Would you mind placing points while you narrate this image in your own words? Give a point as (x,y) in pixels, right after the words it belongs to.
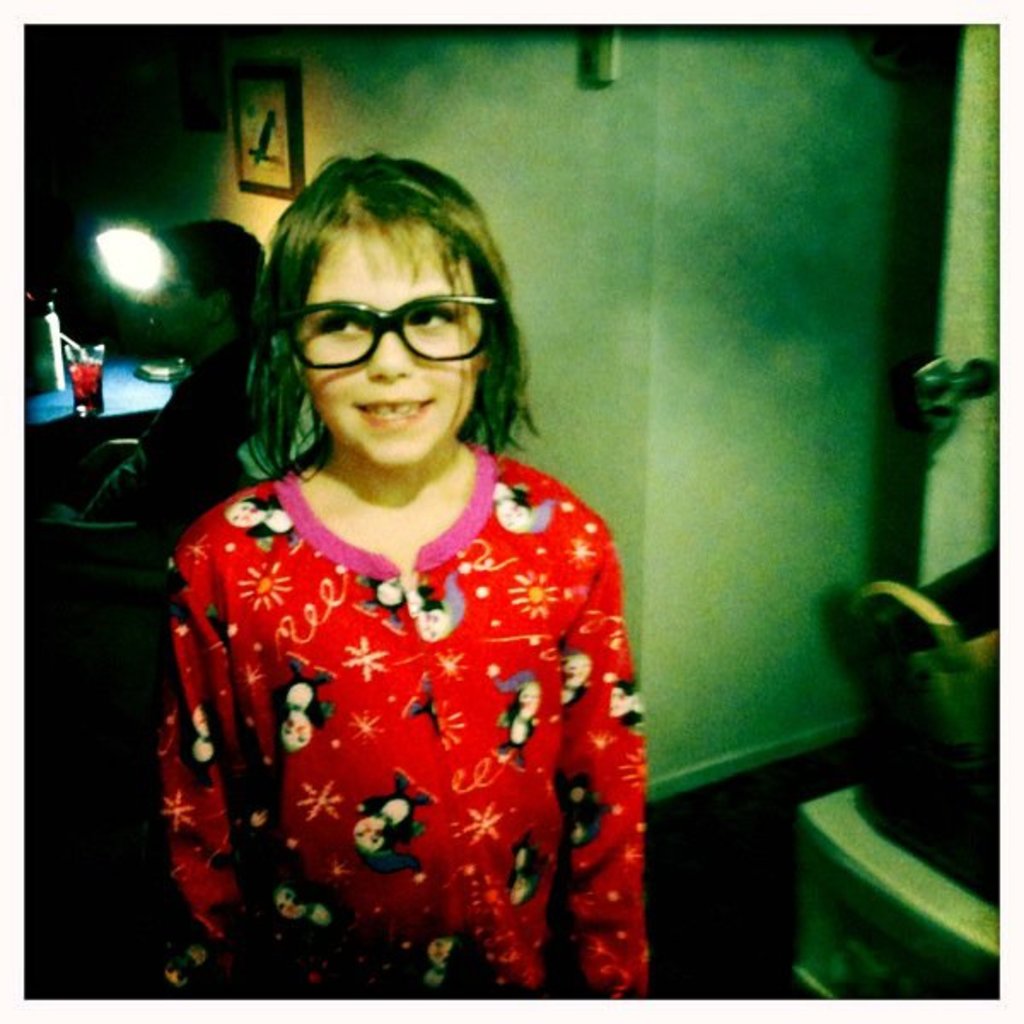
In this image we can see people (442,560). In the background (615,258) there is a wall (561,161) and we can see frames (216,114) placed on the wall (700,242). There is a table (106,381) and we can see a glass (98,352), bottle (63,352) and a lamp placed on the table (113,395). On the right (973,538) there is a door (950,402).
